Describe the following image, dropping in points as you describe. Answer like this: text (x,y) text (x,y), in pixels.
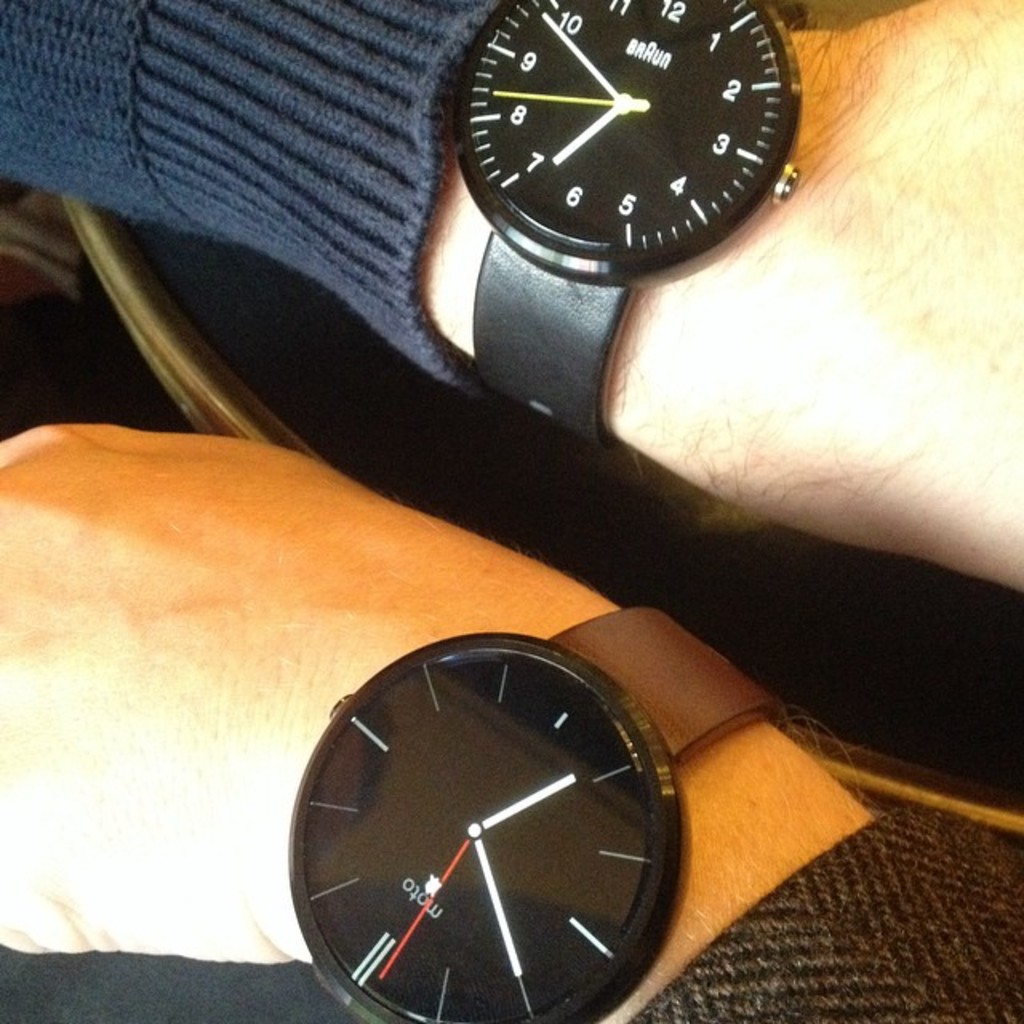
In the picture there are two wrists (252,504) of two persons (831,475) and to their wrists (811,381) there are two watches (577,690).
